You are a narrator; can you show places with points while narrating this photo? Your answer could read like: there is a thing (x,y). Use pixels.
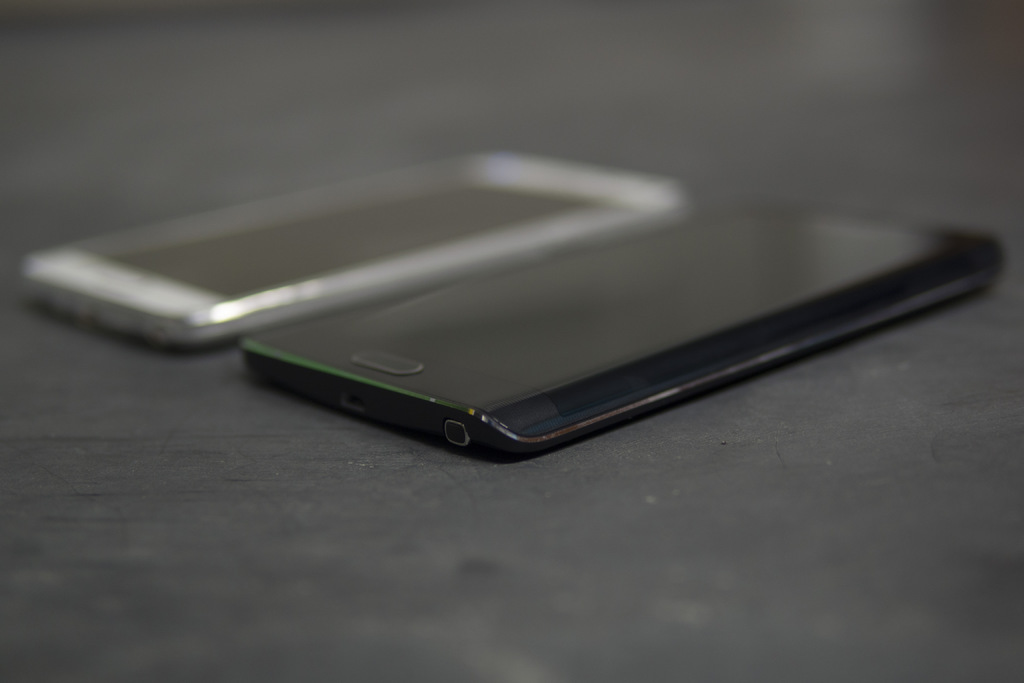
In this image, I can see two mobile phones (193,332). One is white and the other one is black in color. This is the home button (386,366).
